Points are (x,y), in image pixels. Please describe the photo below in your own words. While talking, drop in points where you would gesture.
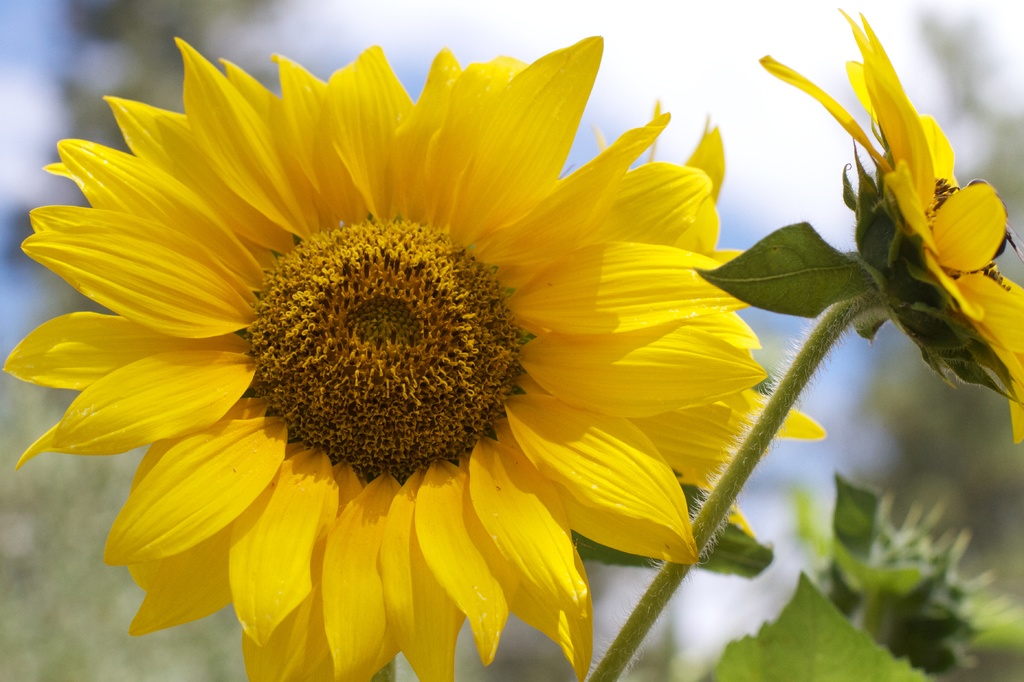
In this picture we can see some flowers (652,428) to the stem (614,644) and also we can see some leaves (909,573) to the plant (902,578).
